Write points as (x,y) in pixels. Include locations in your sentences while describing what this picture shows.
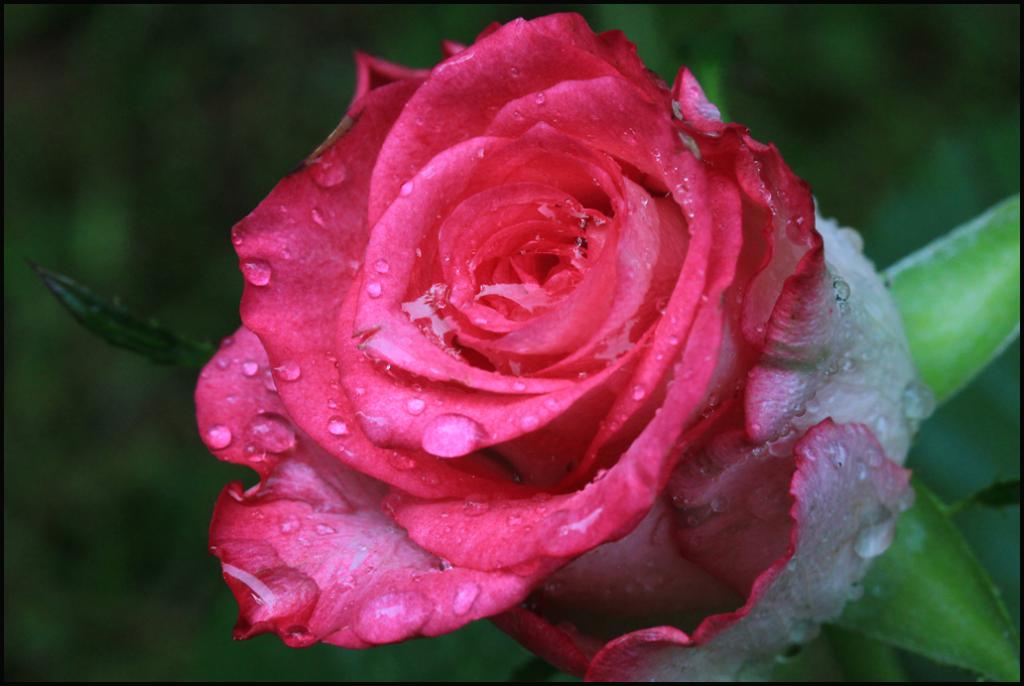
Here in this picture we can see a rose flower (500,232) present over there and we can see some water droplets (438,453) on it over there.
